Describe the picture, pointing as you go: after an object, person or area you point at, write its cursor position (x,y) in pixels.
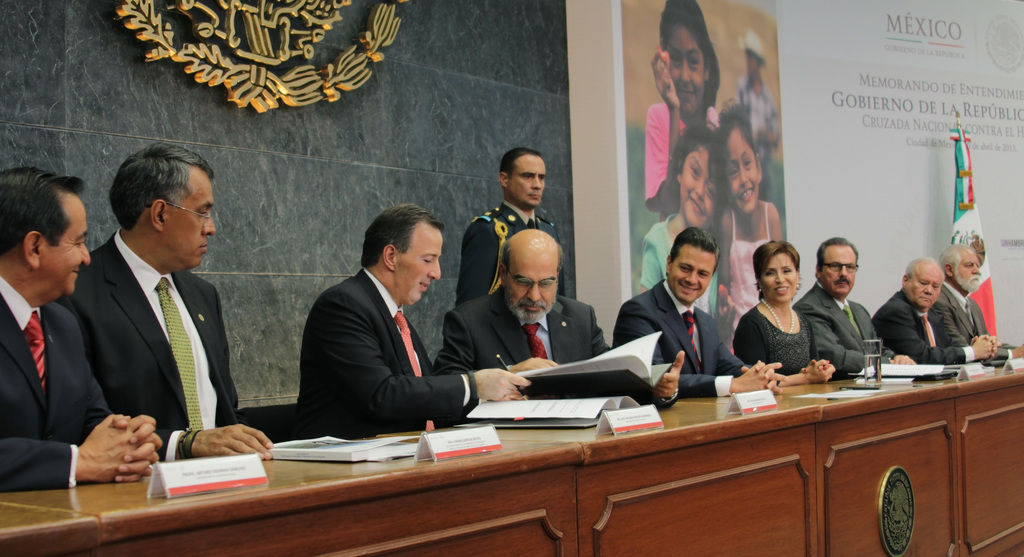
Here we can see few persons (456,372) are sitting on the chairs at the table (458,526) and among them a man (419,391) is holding a book (582,384) in his hands (484,388) and another man (442,363) is holding a pen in his hand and there are books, water glass (870,378), tags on the table (590,540). In the background (295,28) there is a logo (265,37) on the wall (221,155) and we can see flag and a hoarding (880,237).
